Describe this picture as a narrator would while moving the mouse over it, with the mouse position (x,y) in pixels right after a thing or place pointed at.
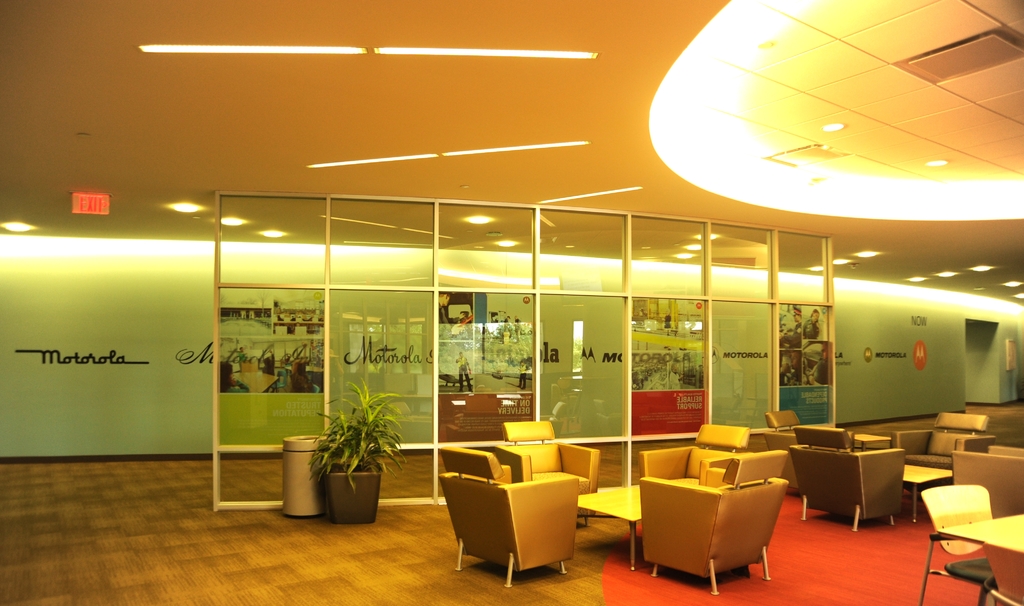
In the image in the center (371,402), we can see tables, chairs (729,533), dustbin (295,496), plant pot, carpet (793,550) etc. In the background (513,280) there is a wall (201,317), roof (297,127), lights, banners (675,427) and a few other objects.
